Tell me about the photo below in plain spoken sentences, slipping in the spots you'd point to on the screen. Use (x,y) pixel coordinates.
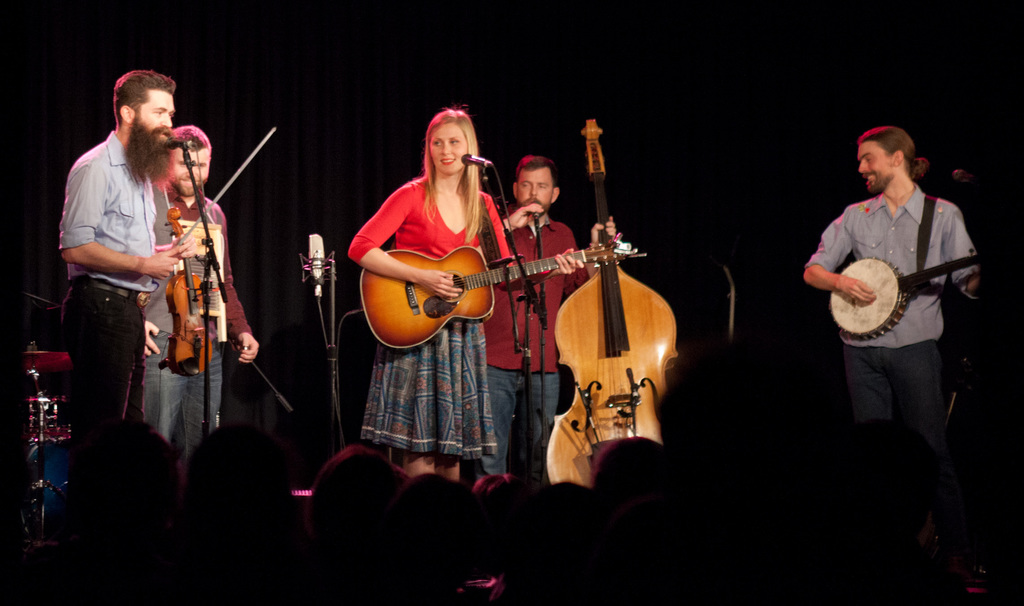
It is a music show there are total five people (111,262) standing on the stage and playing the music, different instruments (637,283) are used by them, behind that there are some drums (25,369) also, in front of the stage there are some people (781,522) standing they are enjoying the music in the background (482,90) there is a black color curtain (674,83).
